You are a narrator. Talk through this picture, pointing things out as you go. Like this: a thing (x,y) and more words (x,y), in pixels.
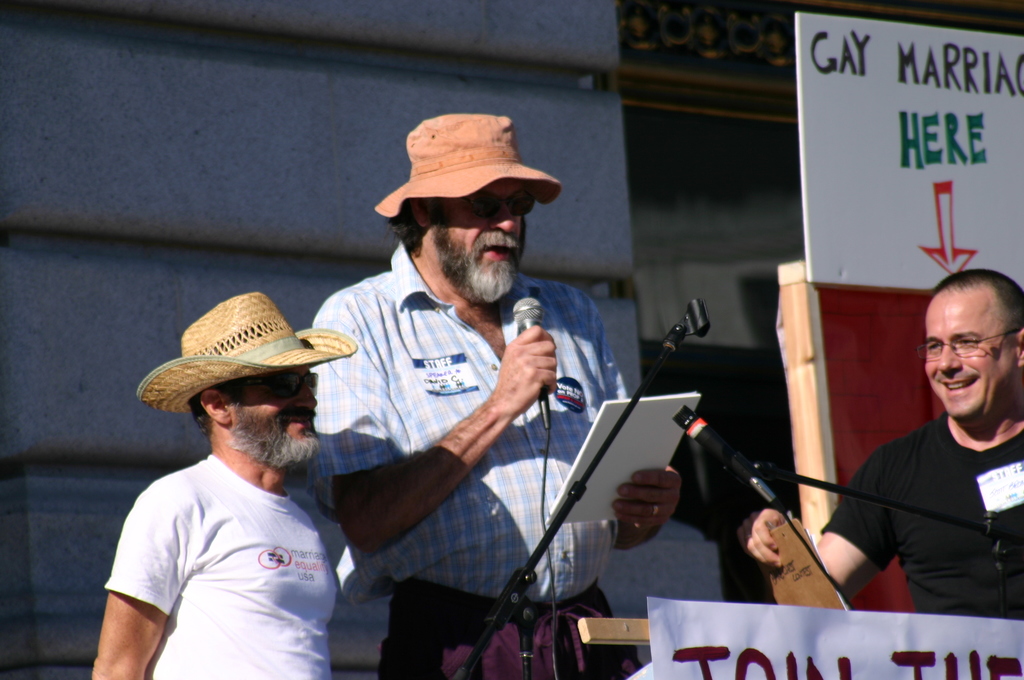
In the center of the image (418,343) we can see person (522,416) standing at the mic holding a book (596,447). On the right of the image (874,195) there is a board (934,212) and person (933,481) standing with book (786,557). In the background (709,212) there is a building (402,130).
